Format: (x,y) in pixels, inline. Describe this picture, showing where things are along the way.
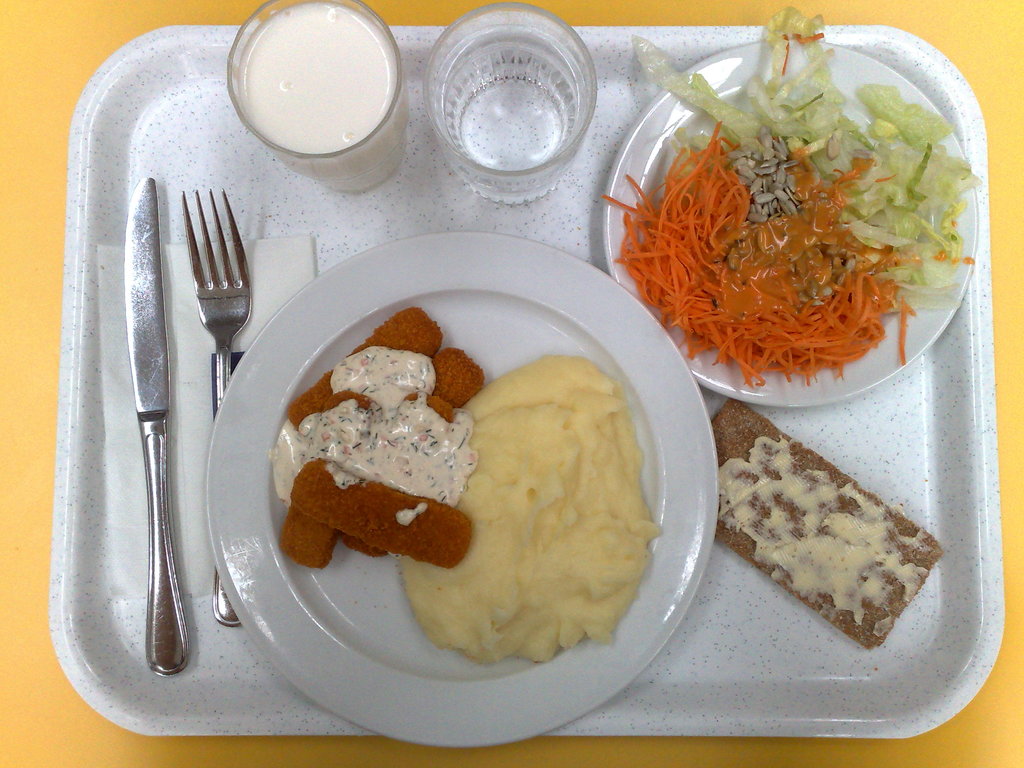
In this image there is a tray (233,157), on the tray (69,138) there are two glasses (529,81), two plates (510,266), on top of plates (514,359) contain food items (394,511), there is a tissue paper (208,339), knife (147,439), fork (228,310) all are kept on tray (209,94), tray (56,511) is kept on table (45,391).
